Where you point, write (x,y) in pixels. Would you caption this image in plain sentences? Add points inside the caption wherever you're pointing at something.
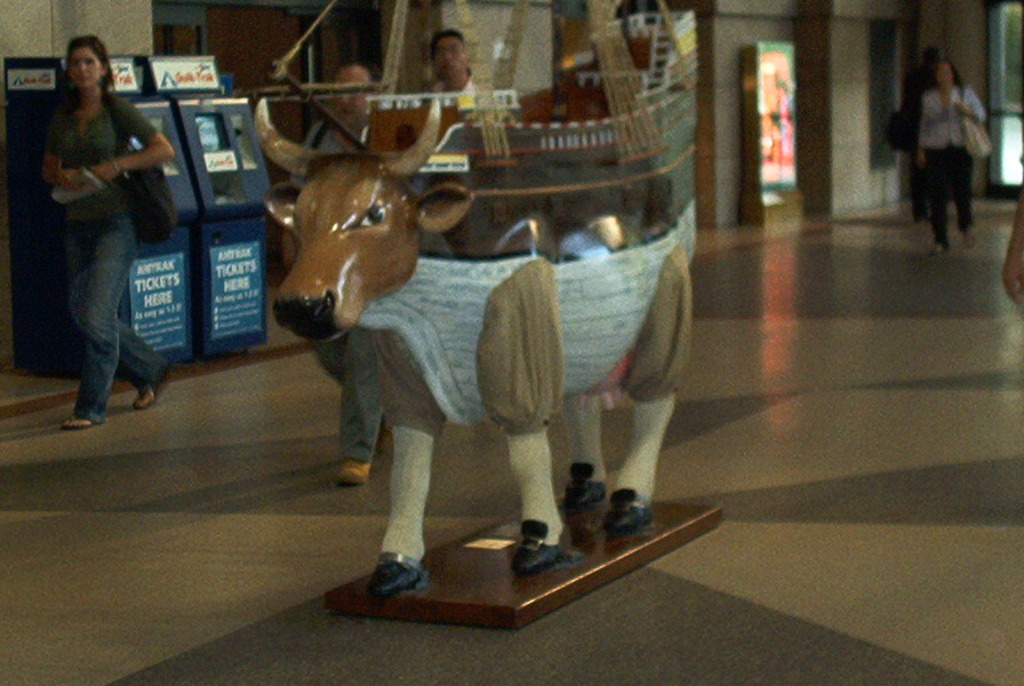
There is a statue (649,232) on the floor (428,646), on which, there are persons (95,208) walking. On the left side (154,92), there are machines (154,92), near wall (73,28) and there is a hoarding (775,83). In the background (765,1), there are other objects (1007,33).
